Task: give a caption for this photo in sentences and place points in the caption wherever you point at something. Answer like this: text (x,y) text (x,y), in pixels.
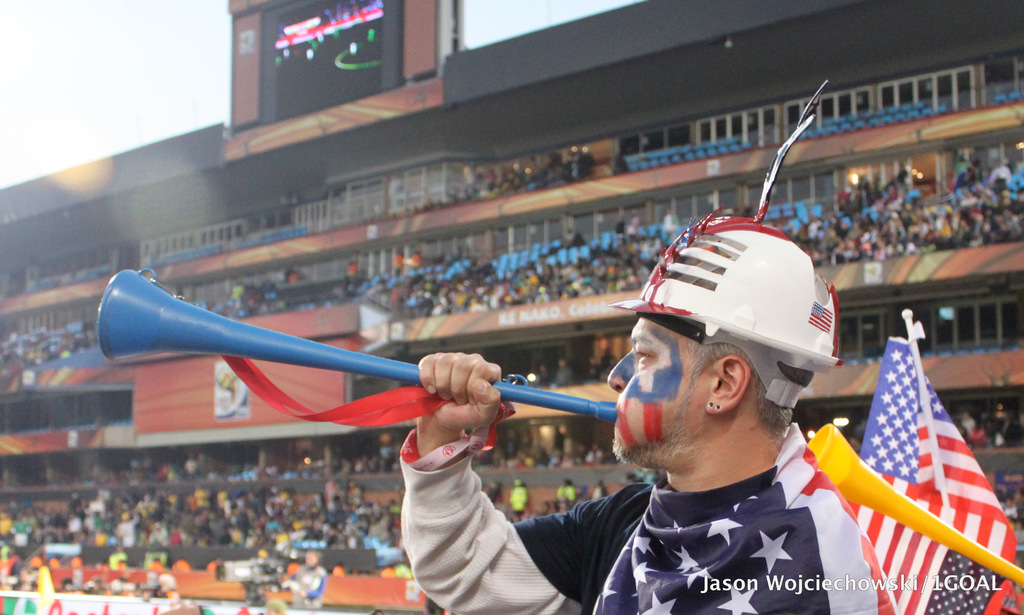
In this picture I can observe a person (641,379) holding a musical instrument (125,297) in his hand (480,390). He is wearing helmet (733,294) on his head (649,345). On the right side (901,462) I can observe a flag (932,551). In the background (852,442) there are some people (216,517) in the stadium (539,246). On the top of the stadium (547,242) I can observe a screen (312,65).
